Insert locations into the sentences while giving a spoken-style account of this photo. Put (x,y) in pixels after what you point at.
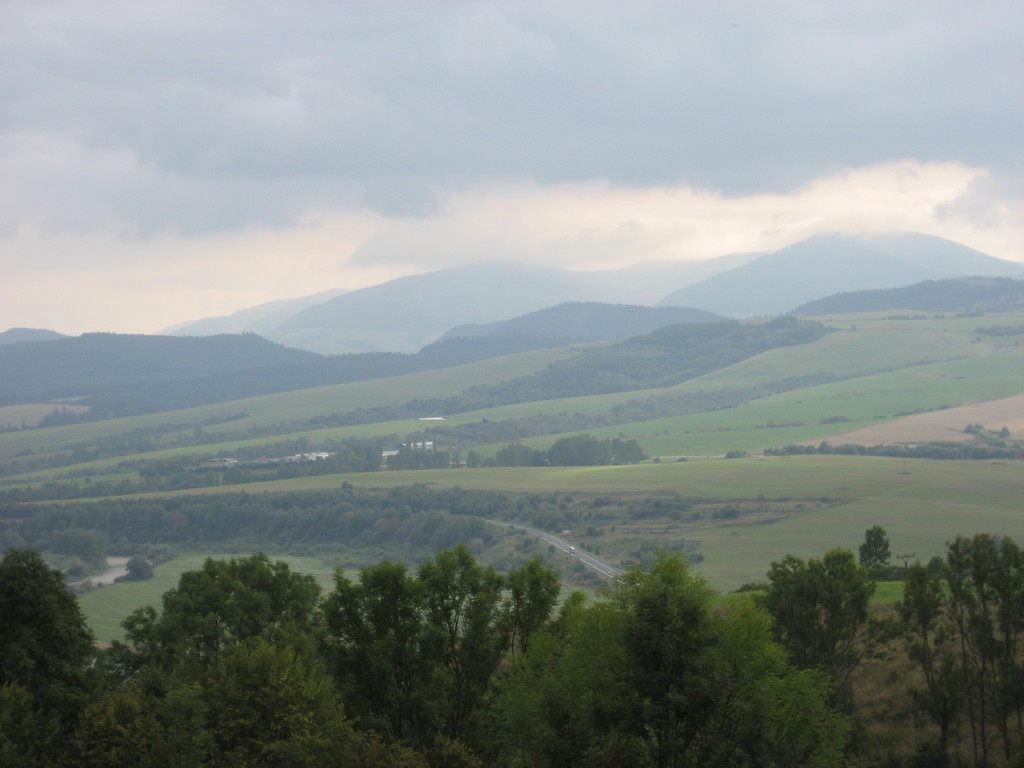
In this image I can see the grass (612,527), plants (343,537) and many trees (435,556). In the background (500,332) I can see the mountains (624,285), clouds (426,173) and the sky (415,173).
